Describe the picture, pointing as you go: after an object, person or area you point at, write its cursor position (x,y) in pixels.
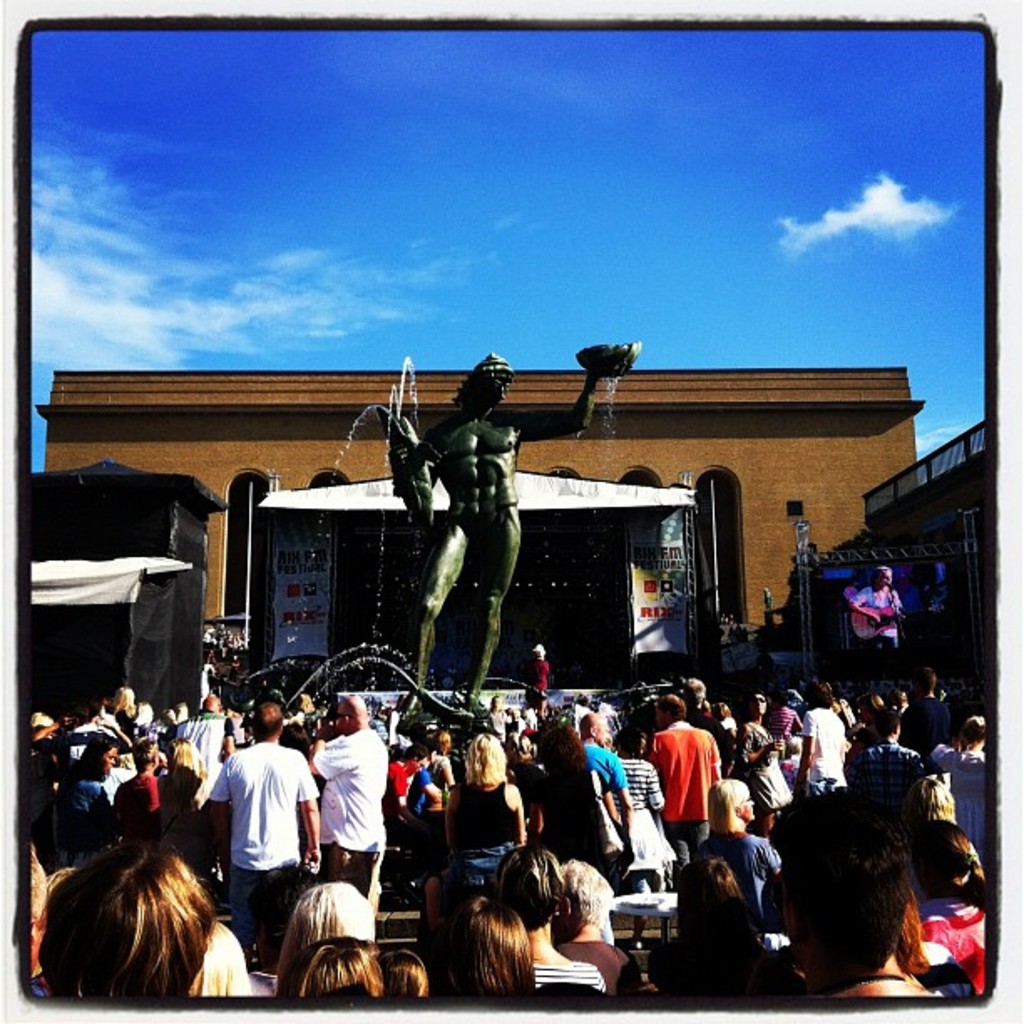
This image is clicked outside. There is a statue (426,625) in the middle (426,625). There are so many people (530,794) at the bottom (523,825). There is a building (151,428) in the middle (571,471). There is sky (515,191) at the top (440,235). There is a person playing guitar (877,610) on the right side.
